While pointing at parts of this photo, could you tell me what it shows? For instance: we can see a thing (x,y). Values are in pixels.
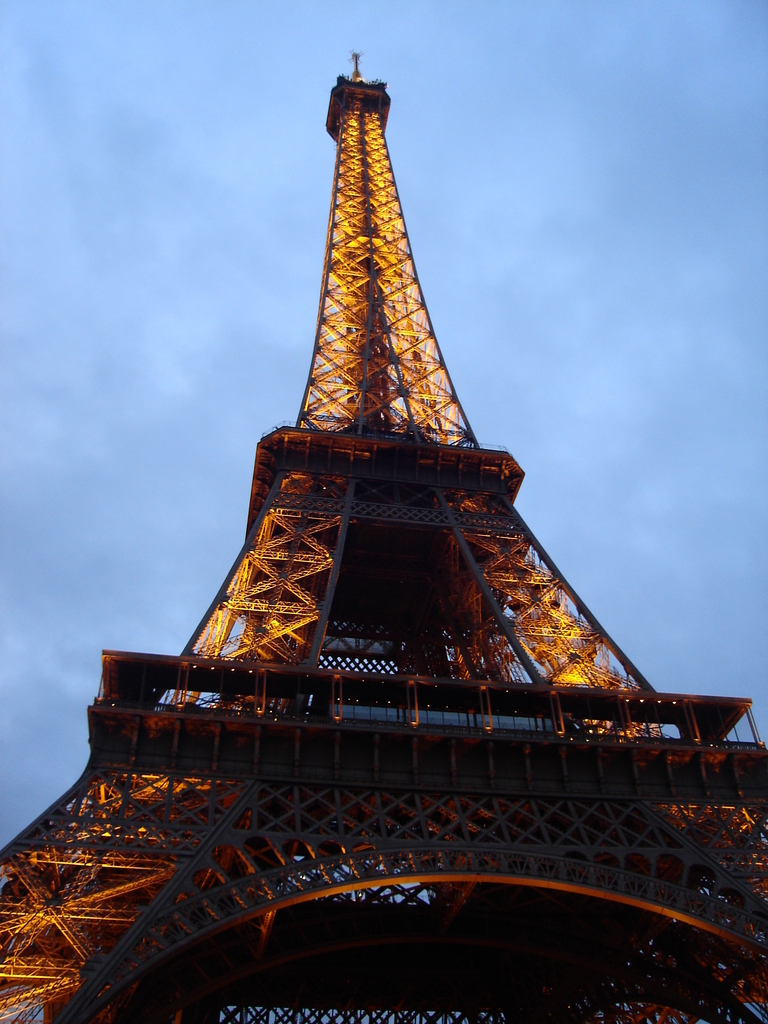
In the center of the image (385,383), we can see a tower (398,662) with lights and in the background (565,199), there is sky (472,226).
